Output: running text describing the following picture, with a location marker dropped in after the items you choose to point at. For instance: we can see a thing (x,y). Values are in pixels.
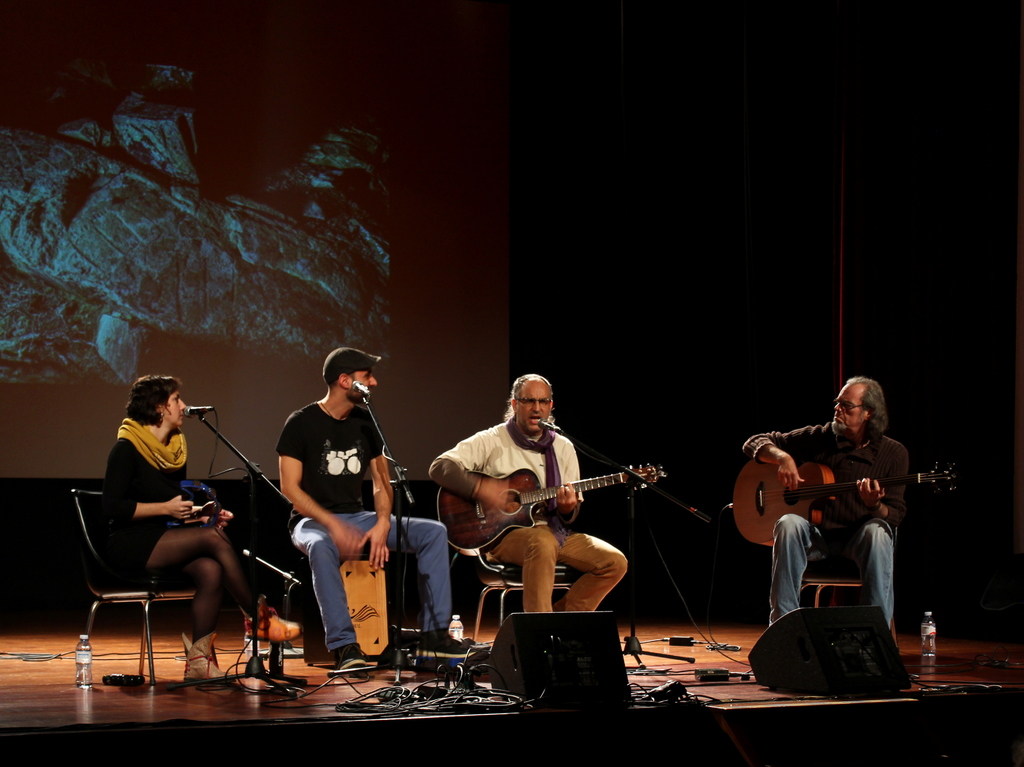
A band of four musicians (471,450) are playing music on a stage (690,656).
